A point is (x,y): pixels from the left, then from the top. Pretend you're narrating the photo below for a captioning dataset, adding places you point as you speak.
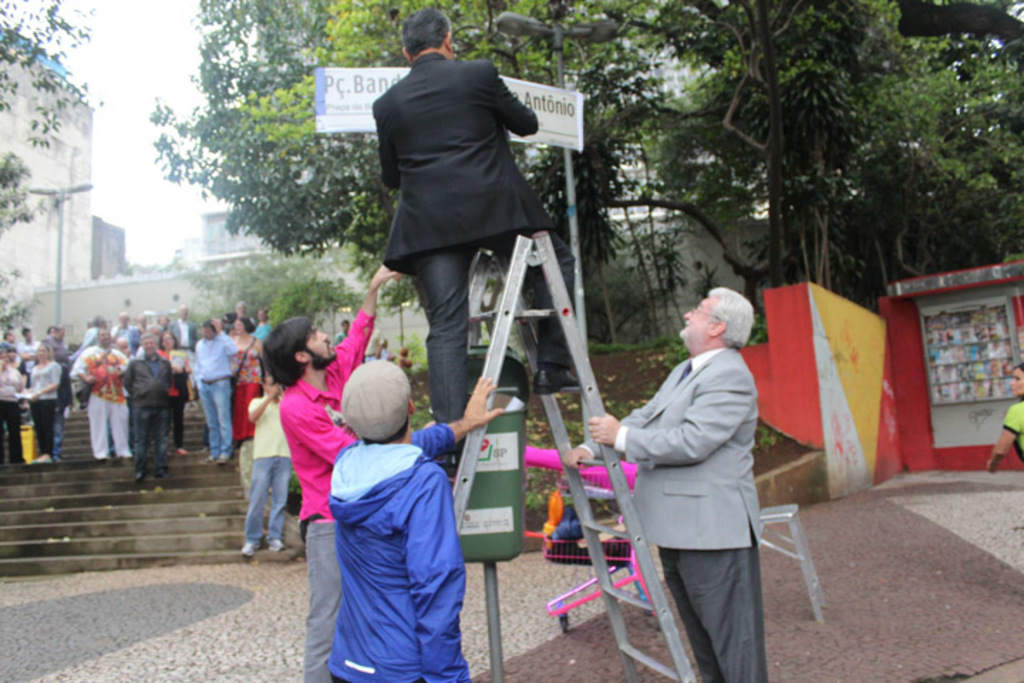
In this picture I can observe a person (474,219) standing on the ladder (487,320). He is wearing coat (483,124). On the left side (49,380) I can observe some people (185,341) standing on the steps (206,498). In the background (314,292) there are trees (308,195) and a building (120,258).
